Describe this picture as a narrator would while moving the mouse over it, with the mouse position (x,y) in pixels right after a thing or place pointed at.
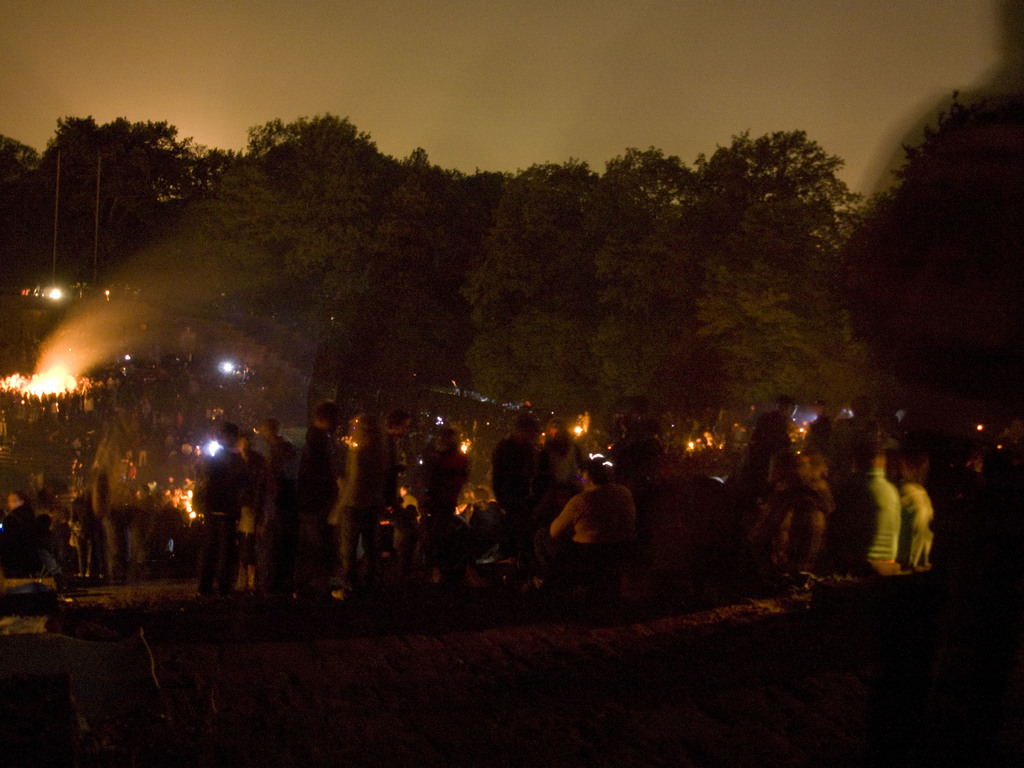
In the image we can see there are people (760,508) standing on the ground (113,618) and there are lights (53,297). Behind there are lot of trees (910,253) and the sky (498,71) is clear. The image is little dark.
